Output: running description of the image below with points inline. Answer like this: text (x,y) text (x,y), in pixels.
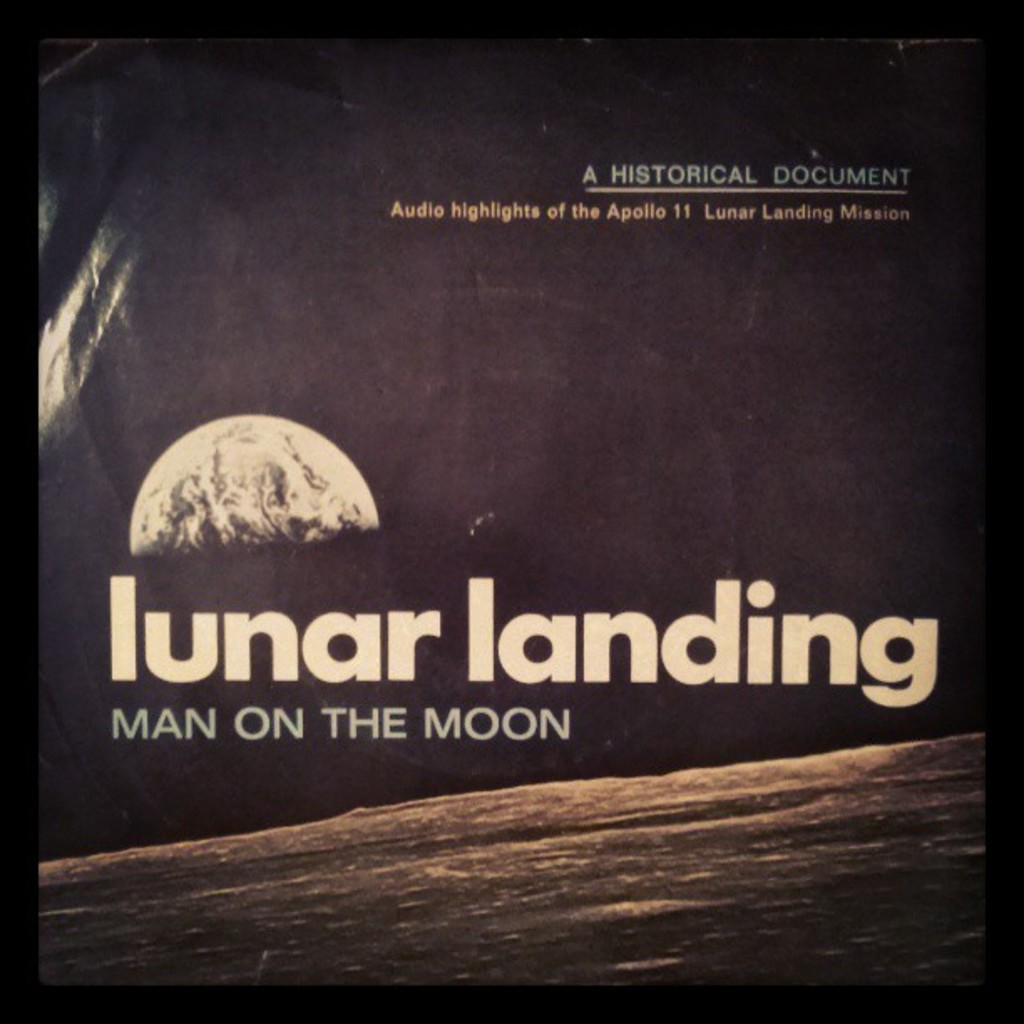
There is a picture (273,497) of a moon (220,442) and a text (208,634) is written on a paper (273,390) as we can see in the middle of this image (475,659). It is dark in the background (356,25).
